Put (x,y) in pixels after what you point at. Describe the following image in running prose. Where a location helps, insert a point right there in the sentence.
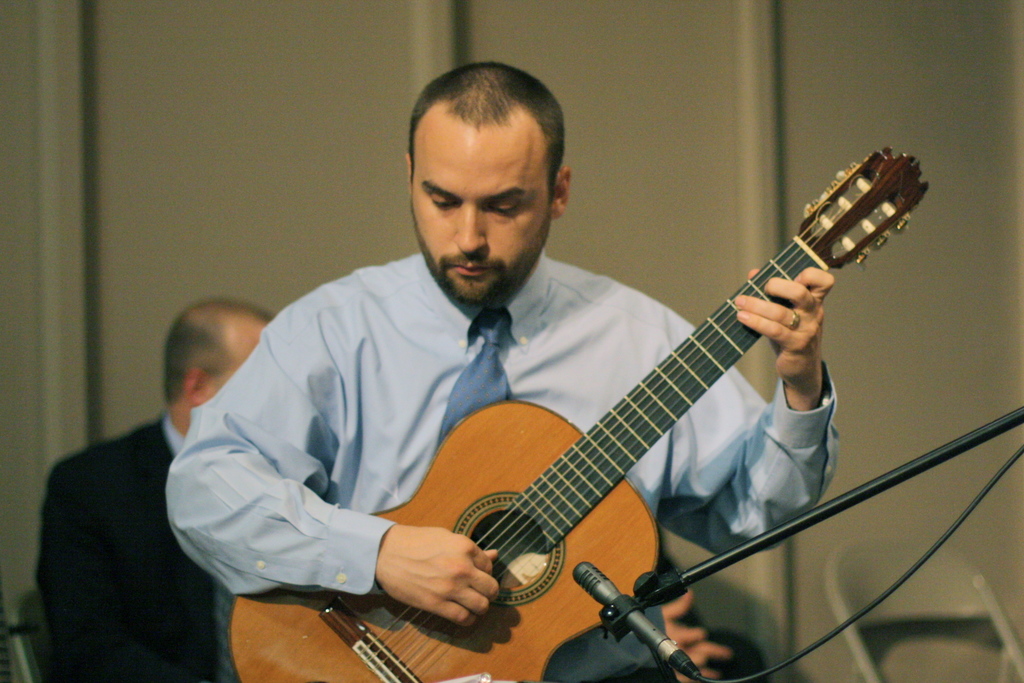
In this picture there is a man (388,341) in the center (376,338), he is wearing a blue shirt (402,338) and blue tie (484,337) and holding a guitar (414,682). In front of him there is a mike stand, behind him there is a man (137,664) in black blazer (126,511). In the background (273,88) there is a wall (625,153).
